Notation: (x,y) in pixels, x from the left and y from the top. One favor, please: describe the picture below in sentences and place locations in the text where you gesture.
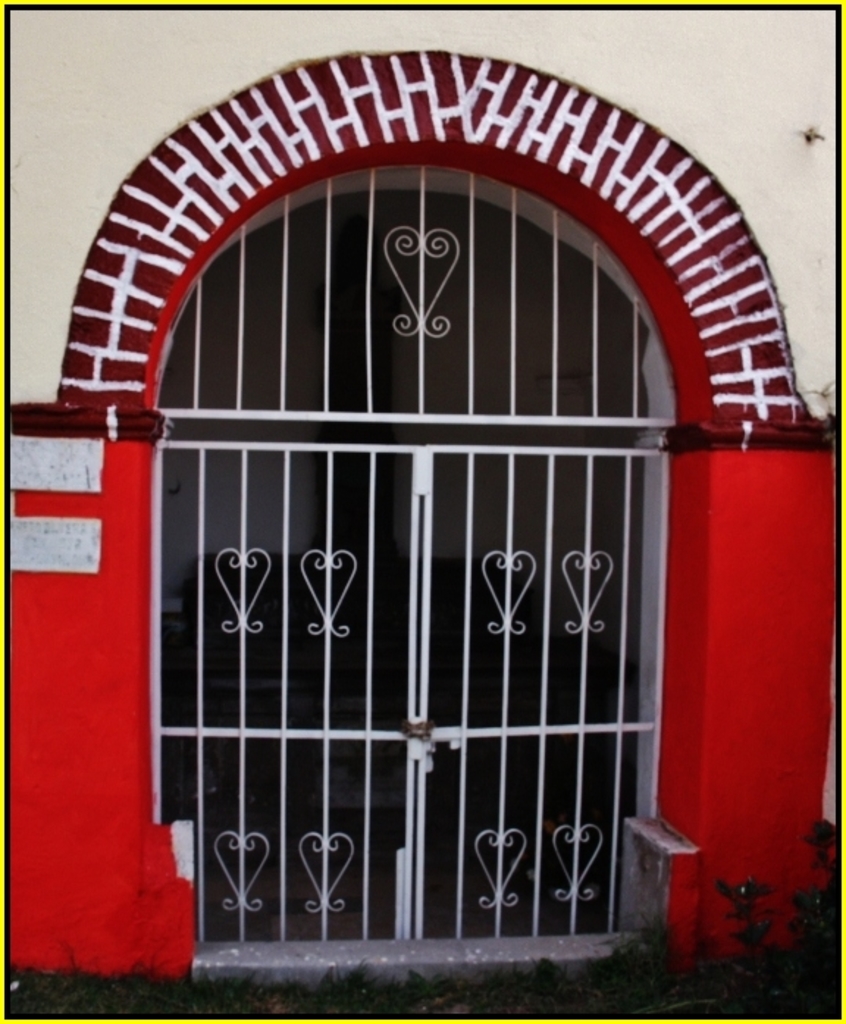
In this image I can see the wall (707,156) and I can see colorful gate (499,451).
